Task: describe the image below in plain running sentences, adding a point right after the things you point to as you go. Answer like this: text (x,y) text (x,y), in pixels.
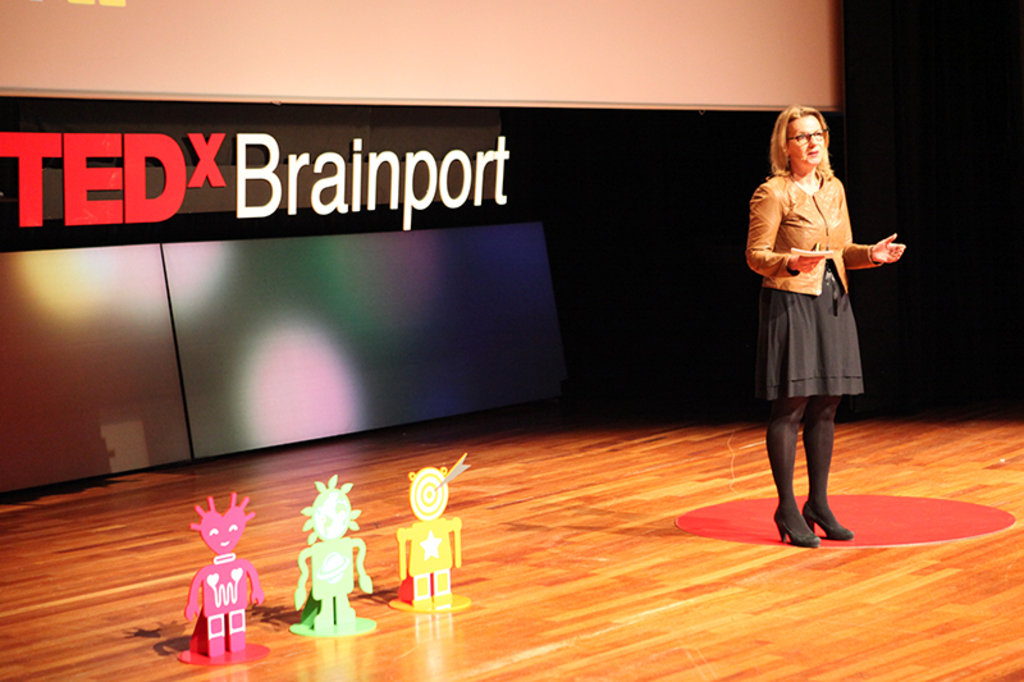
In the image we can see there is a woman (811,287) standing and she is wearing a jacket (819,224). Beside there are 3 toys (367,580) which are kept on the stage (501,584) and behind there is a banner (175,194).
